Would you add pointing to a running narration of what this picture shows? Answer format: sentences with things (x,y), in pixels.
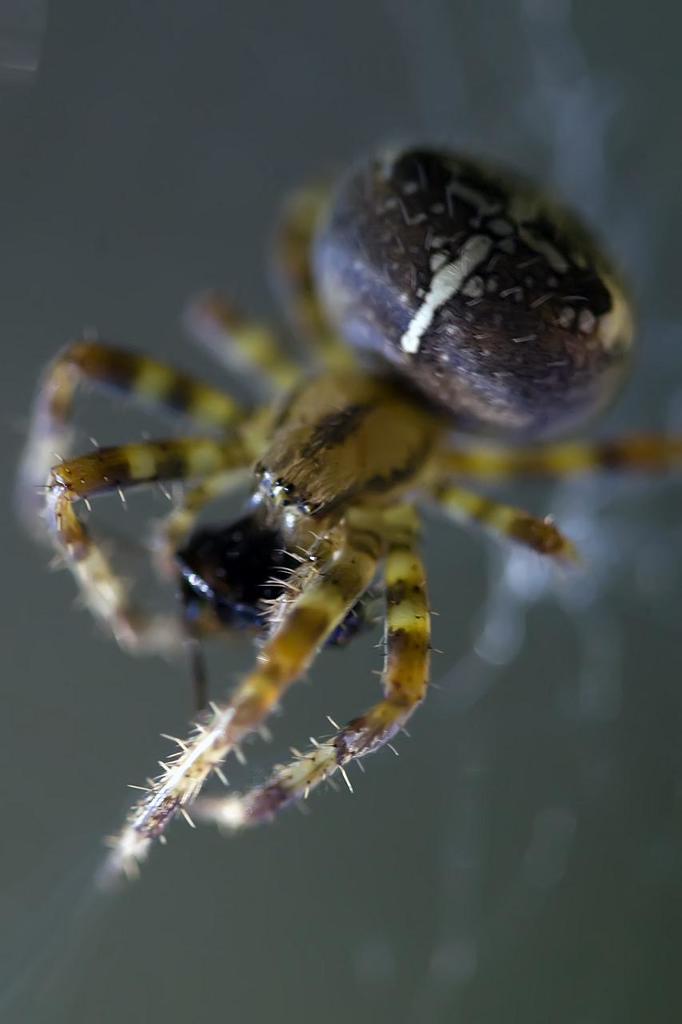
In this image we can see a spider (320,443). There is a blur background (181,128) in the image.
